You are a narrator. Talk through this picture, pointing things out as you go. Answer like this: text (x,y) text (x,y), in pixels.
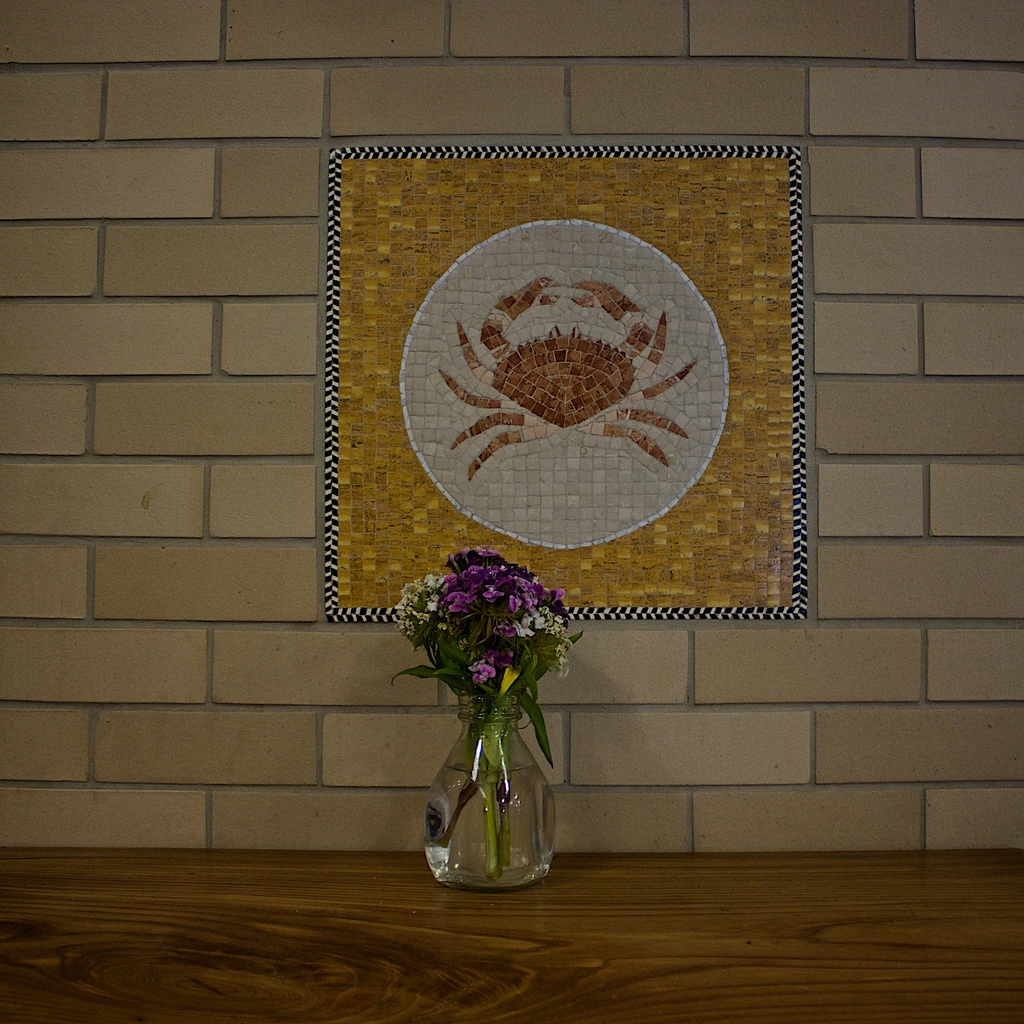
In this image we can see a table (544,899), a flower vase (487,726) with some flowers (497,631) on the table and there is a wall (137,271) in the background (828,395) with some design (627,319) to the wall (270,690).
